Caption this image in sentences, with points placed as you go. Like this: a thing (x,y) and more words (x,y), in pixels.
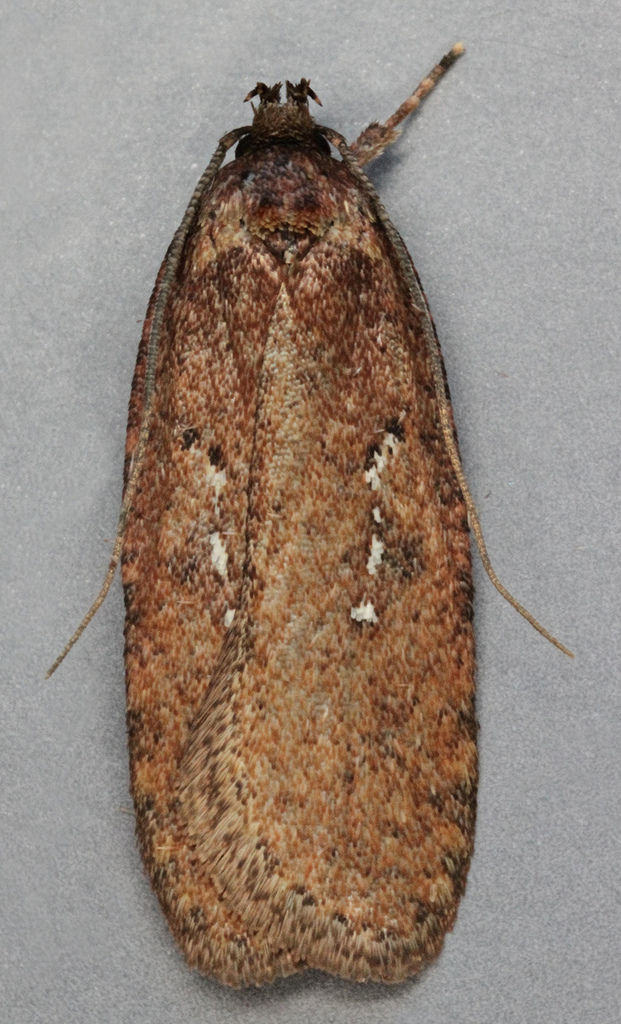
In this image we can see an insect (272,651) on the surface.
